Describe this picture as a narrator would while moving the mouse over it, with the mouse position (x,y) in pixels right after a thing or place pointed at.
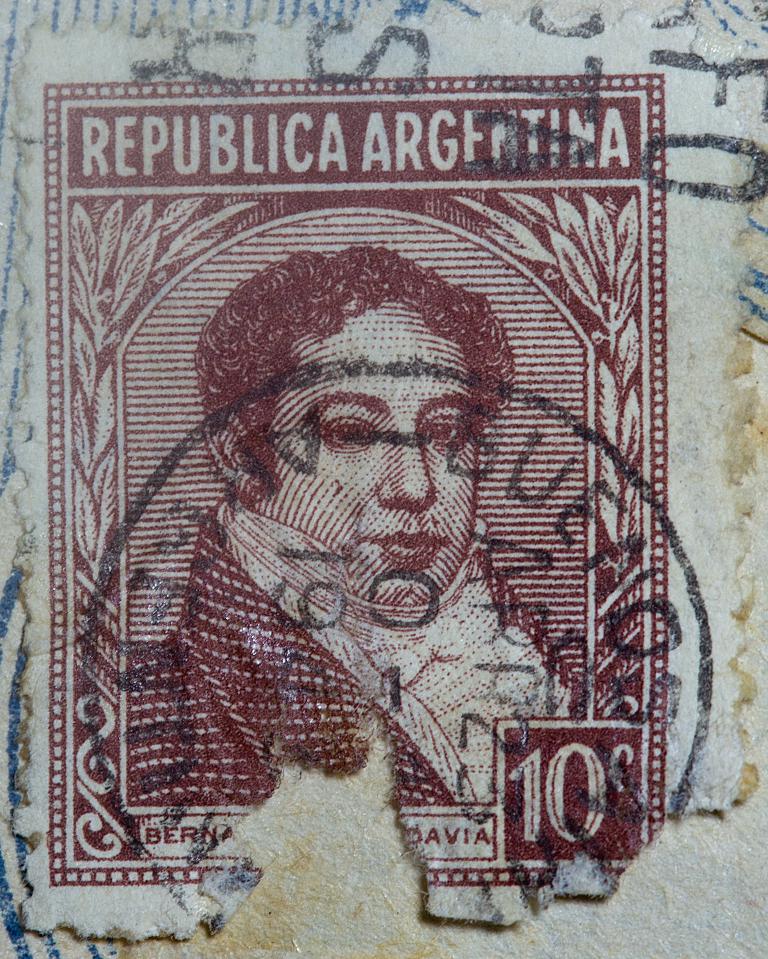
In this image I can see the stamp (511,223), on the stamp (633,223) I can see image of person (391,264) and text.
